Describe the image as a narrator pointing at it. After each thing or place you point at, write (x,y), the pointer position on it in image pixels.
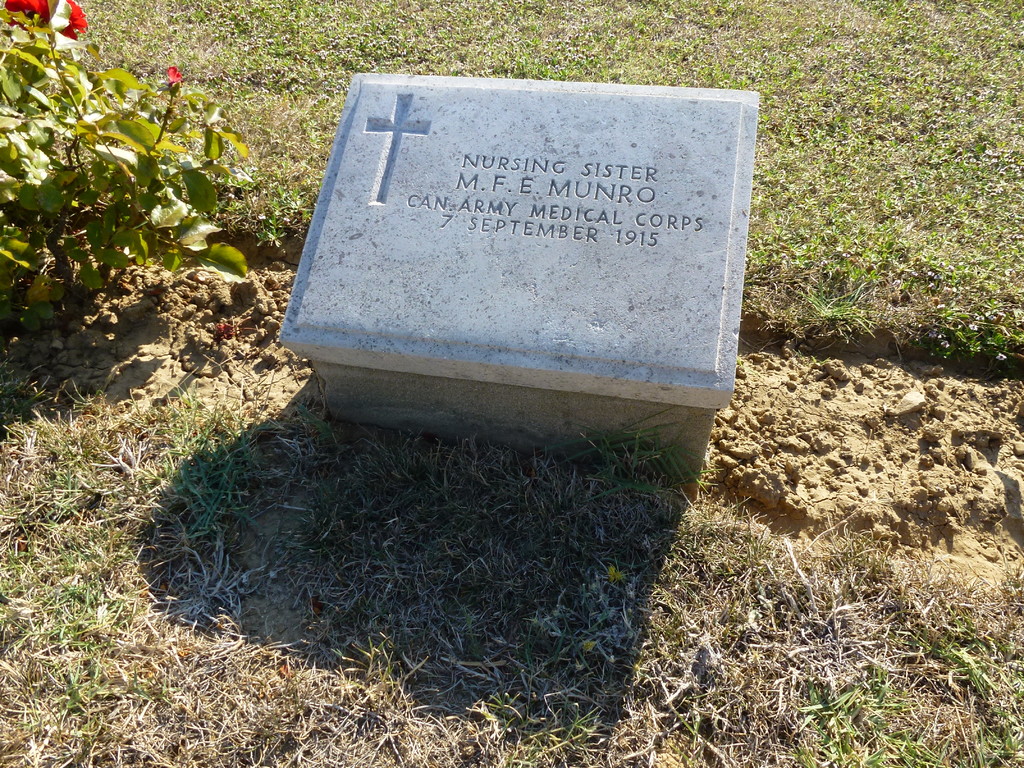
In this image there is a tombstone (558,274) in the middle (597,286). On the stone (514,184) there is some text (507,184) and a cross symbol (382,156). On the left side (93,142) top there is a rose plant (109,124). On the ground (337,593) there is grass (750,540) and sand (852,437).
